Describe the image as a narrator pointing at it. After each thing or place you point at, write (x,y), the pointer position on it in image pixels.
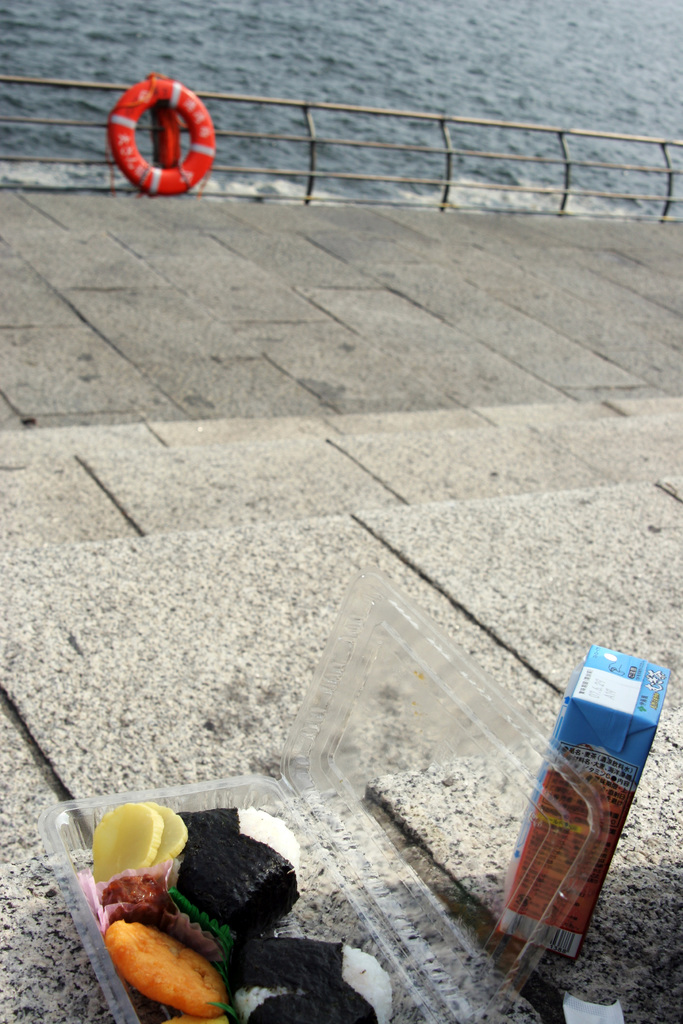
In this image I can see a red colour tube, a paper box (642,690), a plastic box (286,746) and in it I can see different types of food (269,870). I can also see water (439,83) in the background (426,156).
